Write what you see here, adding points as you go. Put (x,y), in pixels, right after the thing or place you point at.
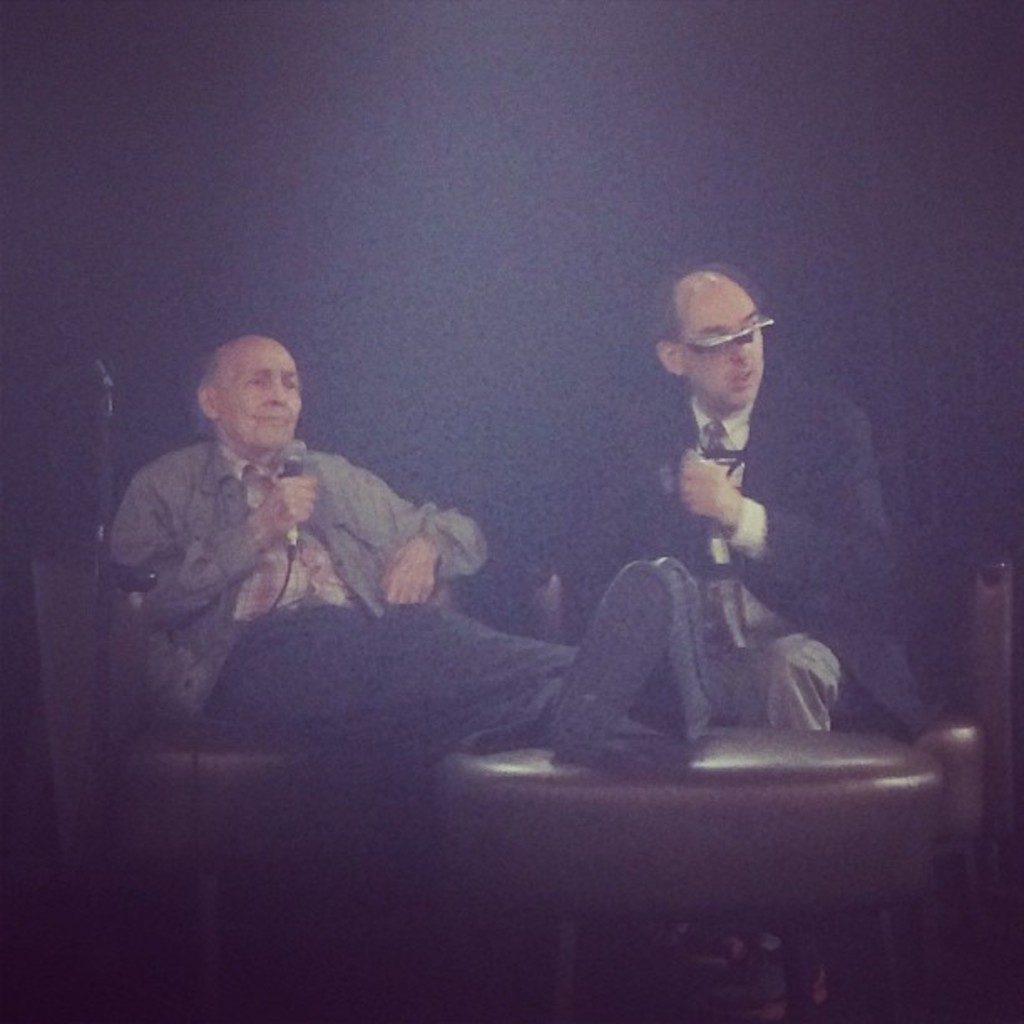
On the left side (255,417), there is a person (304,489), holding a microphone (297,469), sitting and resting the other hand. On the right side (713,697), there is another person (901,687) in a suit (747,632), speaking and sitting. And the background (938,212) is dark in color.
